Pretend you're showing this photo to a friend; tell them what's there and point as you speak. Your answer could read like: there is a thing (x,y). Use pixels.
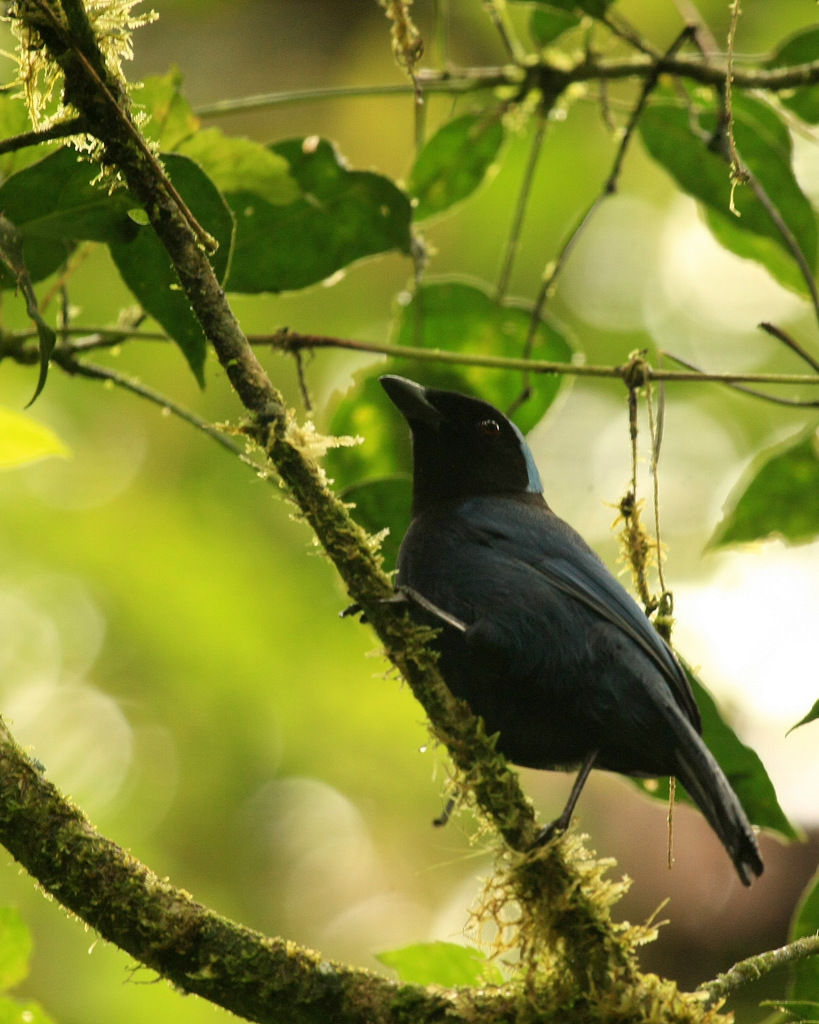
In this picture we can see a bird (569,664), few leaves (542,391) and blurry background (173,725).
